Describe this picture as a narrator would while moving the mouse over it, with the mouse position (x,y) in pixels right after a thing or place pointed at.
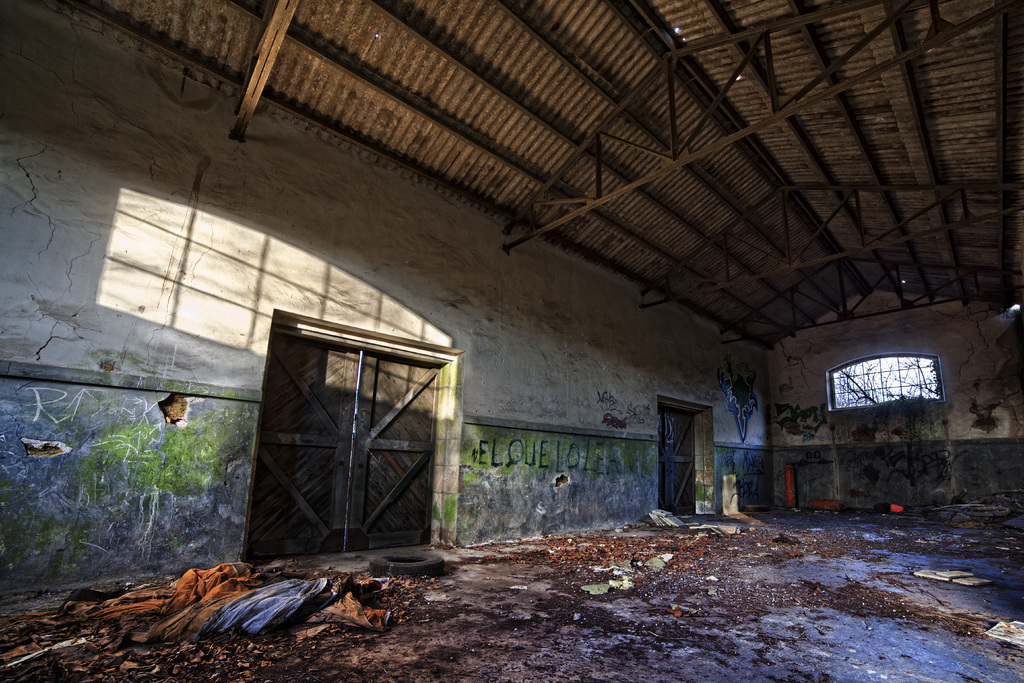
In this image I can see the interior of the huge shed (657,429) in which I can see the floor (764,647), few clothes (324,603) on the floor (738,644), the walls (98,317), two doors (343,437) and a window (889,382). I can see the brown colored ceiling (458,53) and few metal rods (606,123) to the ceiling (737,141).
